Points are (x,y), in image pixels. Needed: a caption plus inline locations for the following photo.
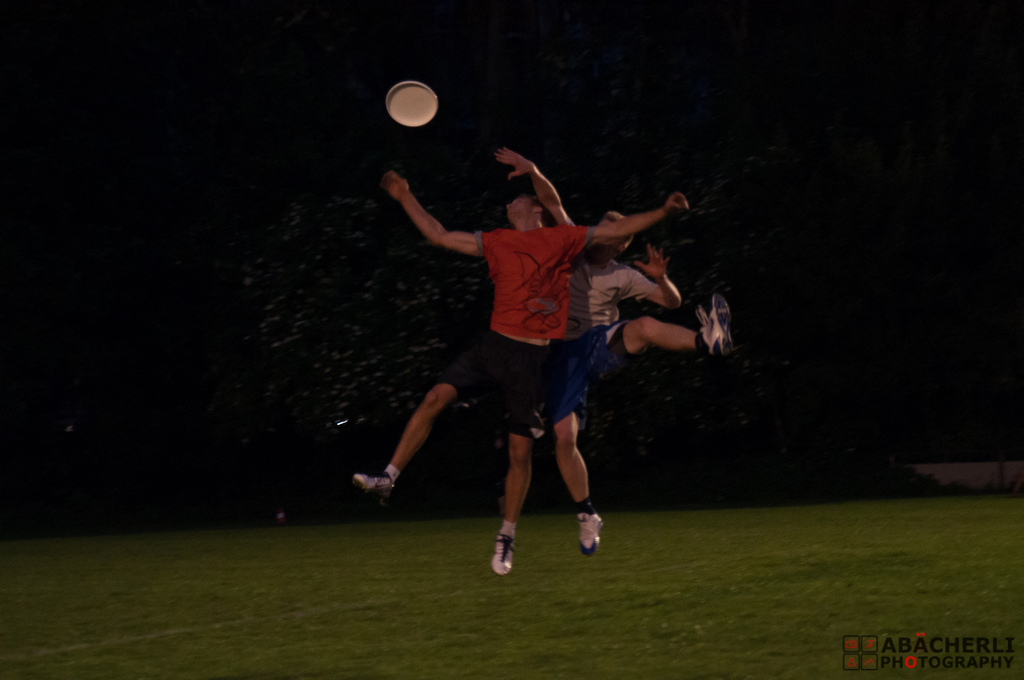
In this picture I can observe two men (571,269) in the middle of the picture (522,351). In the top of the picture (410,105) I can observe a disk (403,111) in the air (370,84). The background (296,338) is dark.
